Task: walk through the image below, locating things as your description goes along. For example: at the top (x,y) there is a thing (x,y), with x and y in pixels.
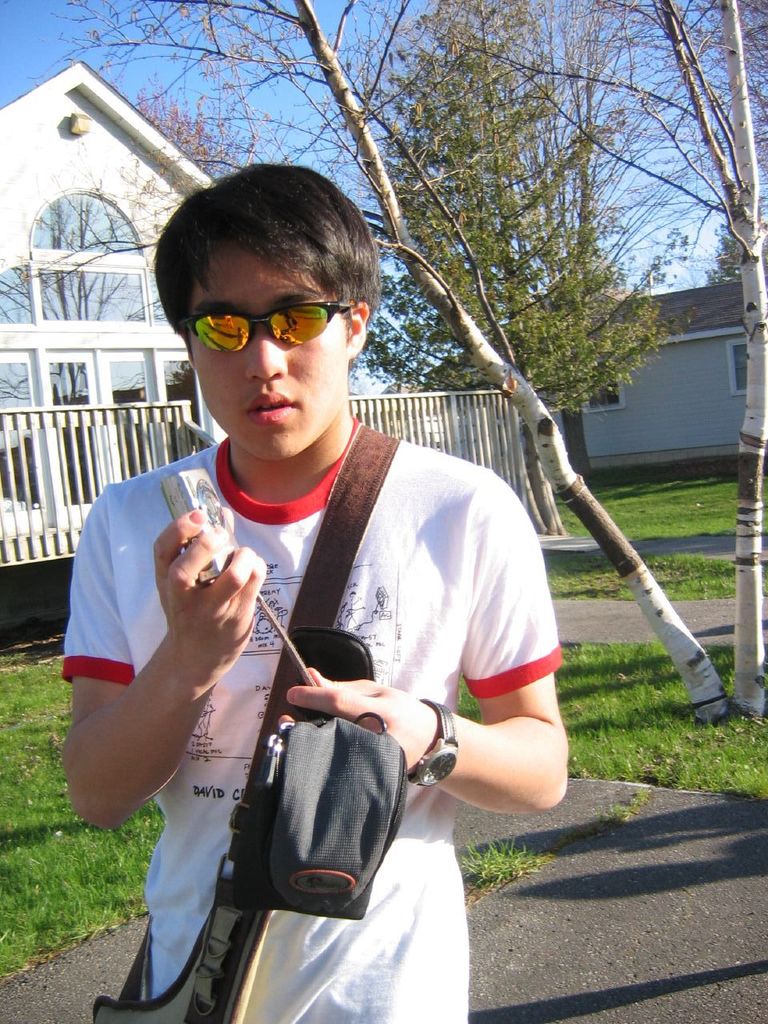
In this image I can see a person (366,621) wearing white and red colored t shirt (429,579) and a bag (232,910) is standing and holding a few objects (219,518) in his hands (241,571). In the background (47,784) I can see some grass (73,825), few trees (510,31), few buildings (50,151), the railing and the sky (400,125).
